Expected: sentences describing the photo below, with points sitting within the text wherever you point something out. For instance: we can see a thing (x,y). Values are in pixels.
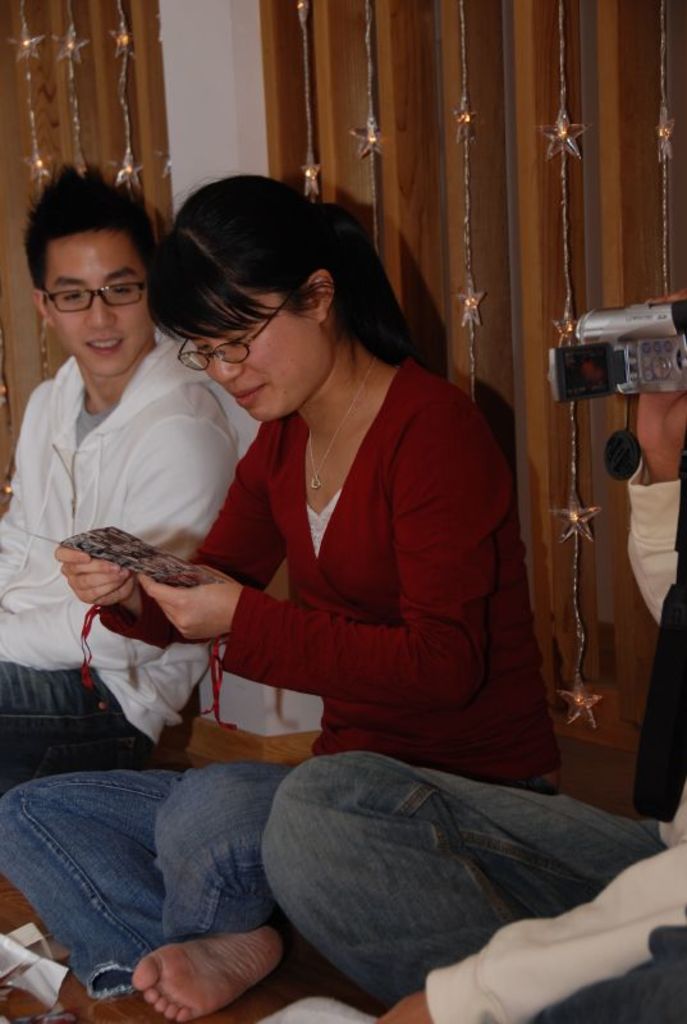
In this image there are three persons (484,663) sitting, a person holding a camera (668,331), a person (372,568) with spectacles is holding an item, and in the background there are decorative hangings (26,34).
